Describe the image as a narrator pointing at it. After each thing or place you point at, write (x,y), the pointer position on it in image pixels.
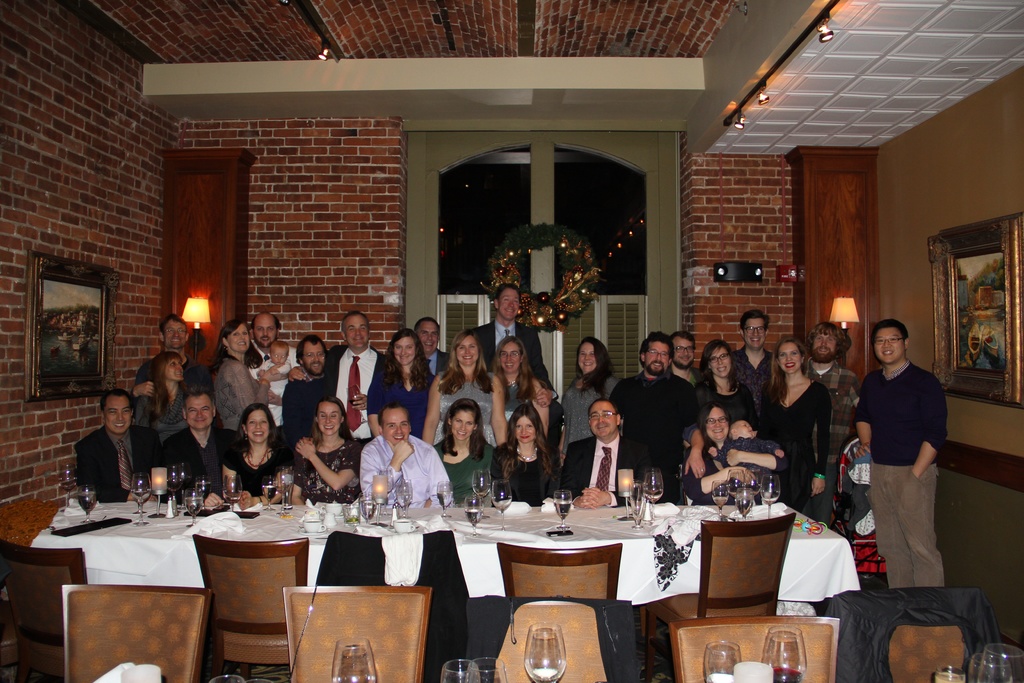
In this image there are group of people (377,378). There is a table (494,522) and chair (550,566). On table (633,522) there is a glass (636,497), lamp (629,483), cloth (620,522). At the background (328,235) we can see a wall (325,248). There is a garland (533,248) on the door (538,285). The frame (87,281) is attached to the wall (67,246).
